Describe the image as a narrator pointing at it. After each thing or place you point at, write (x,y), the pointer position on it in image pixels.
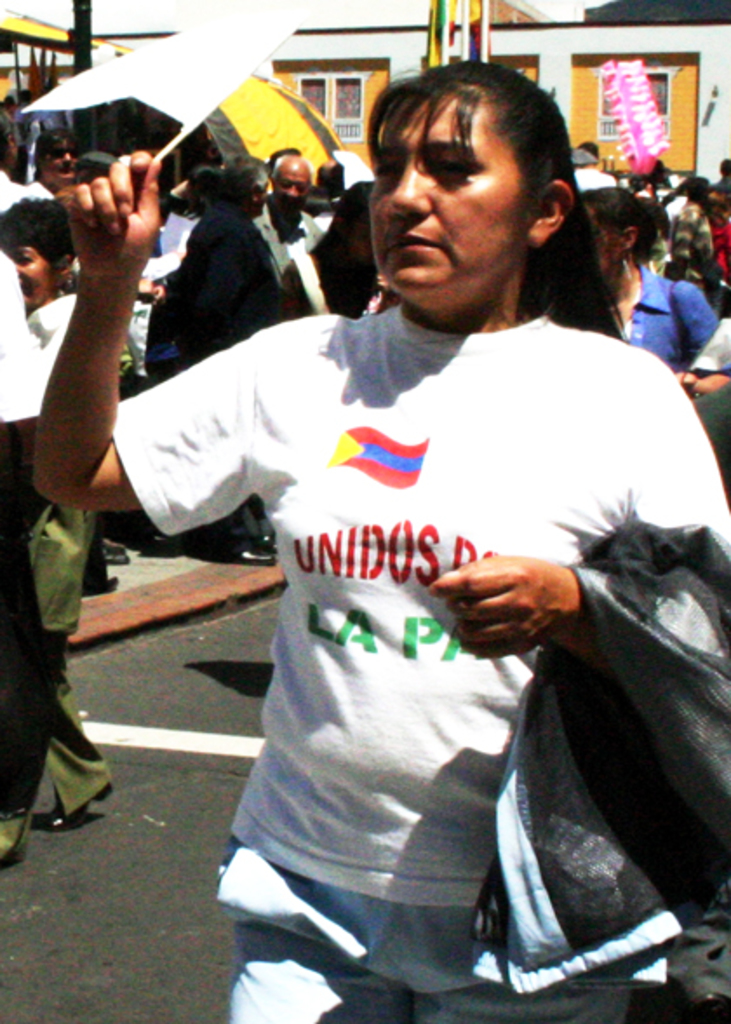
This image consists of a woman (319,684) walking. She is wearing a white T-shirt (269,499) and holding a flag (184,126). At the bottom (72,893), there is road (114,723). In the background (177,216), there are many people (729,195) along with a building (527,49).
